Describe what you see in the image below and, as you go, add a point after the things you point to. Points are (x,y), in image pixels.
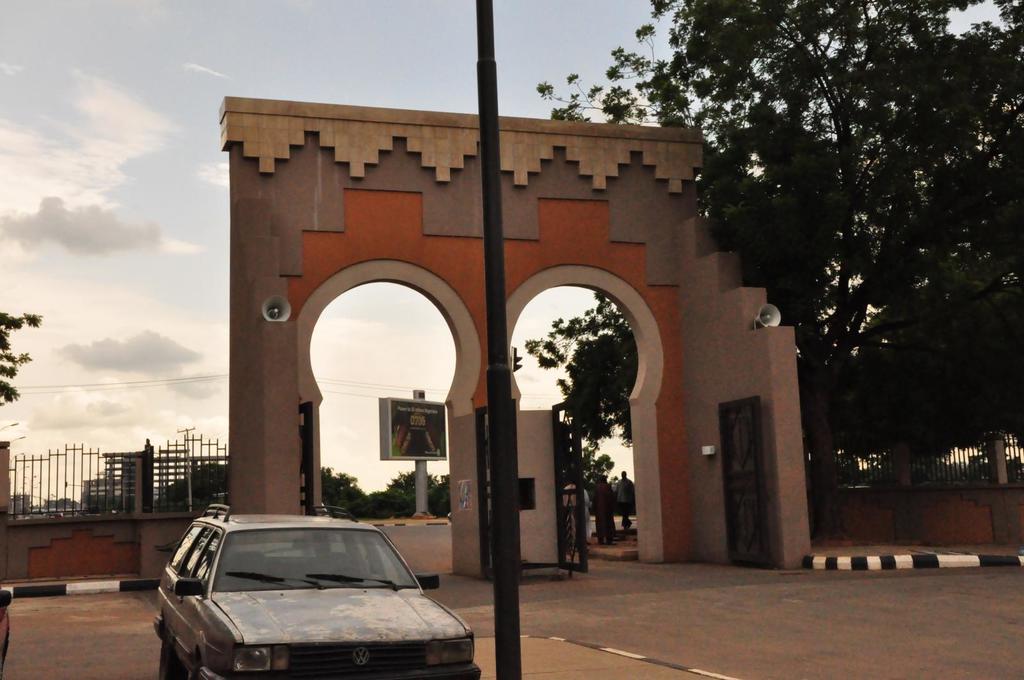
In this image in the front (341,585) there is a car (296,628) and there is a pole (497,453) which is black in colour in the center (500,387). In the background (284,420) there is an arch (289,402) and there are speakers (764,313) on the wall (722,348) of the arch (748,317), there are gates (736,497), there is a fence (154,467), there are trees (761,183), and the sky (102,206) is cloudy.
